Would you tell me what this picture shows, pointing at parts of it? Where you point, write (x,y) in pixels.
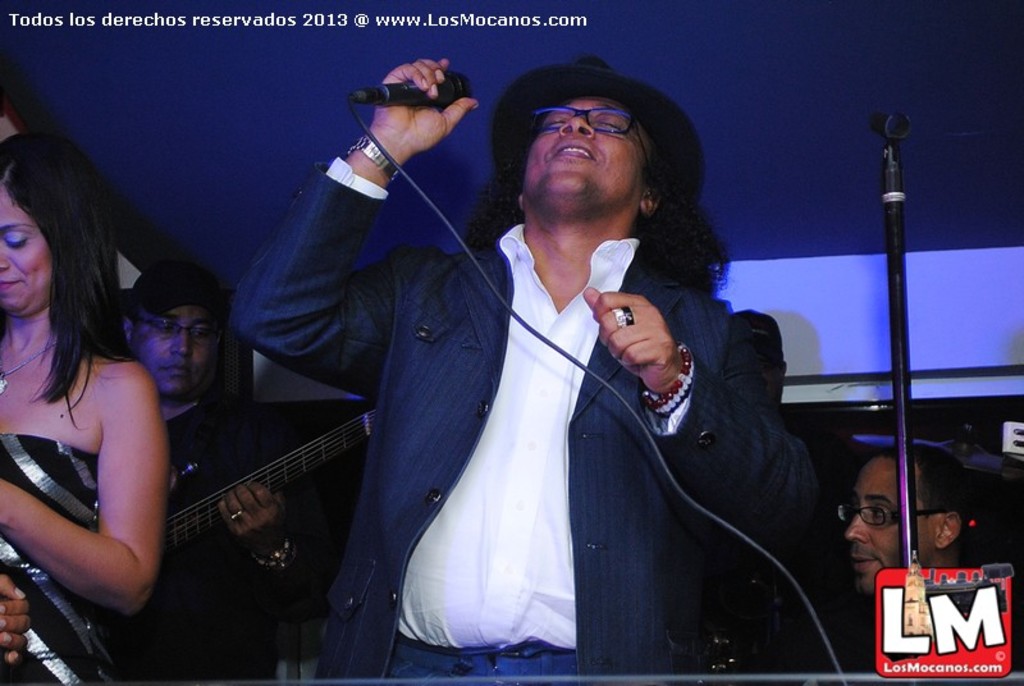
In this picture we can see a man (429,85) who is holding a mike (424,98) with his hand (445,122). He has spectacles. Here we can see some persons (255,621).
